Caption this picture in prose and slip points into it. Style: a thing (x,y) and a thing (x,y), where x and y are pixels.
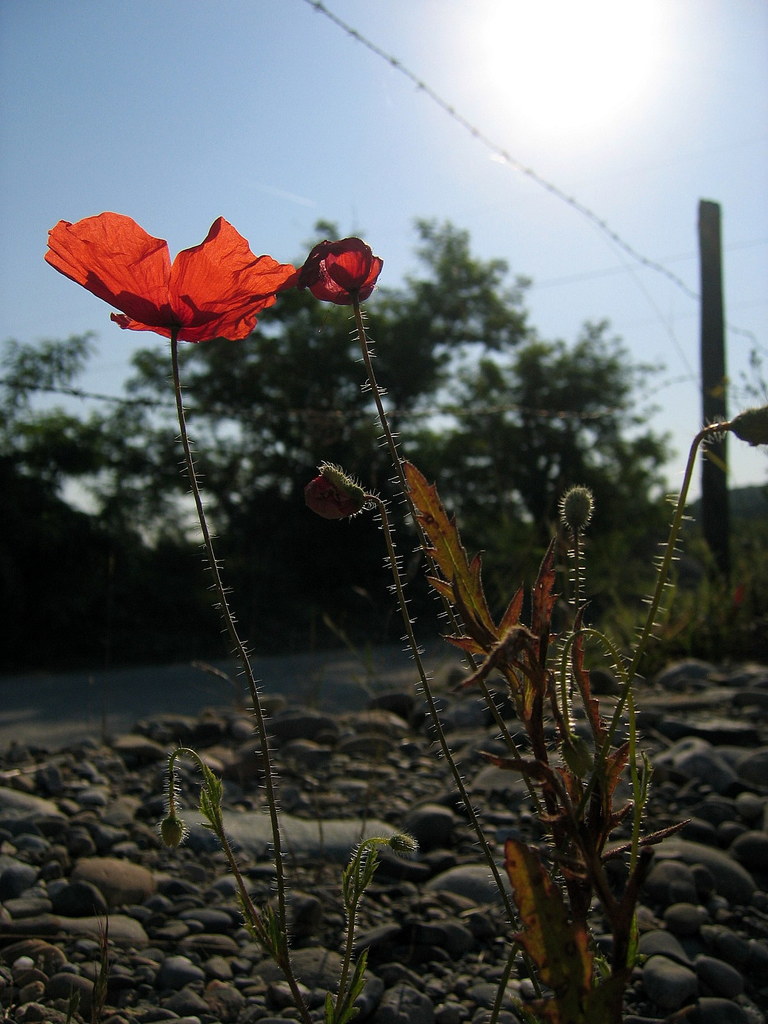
In this picture there are flowers (200,329) and buds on the plants (573,749). At the back (14,453) there are trees (493,492) and there is a fence (717,391). At the top (403,132) there is sky (359,132) and there is sun (628,74). At the bottom (18,812) there is a road (21,705) and there are pebbles (303,898).
